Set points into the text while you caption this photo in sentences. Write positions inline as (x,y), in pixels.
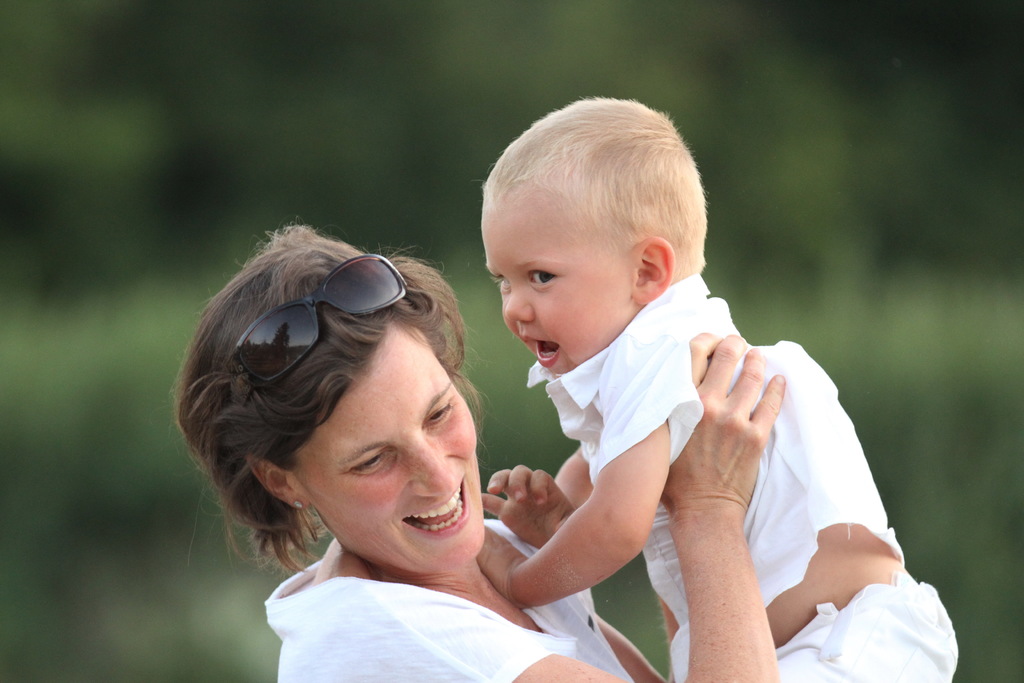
In this image at the bottom (353,456) I can see a woman (372,466) holding a baby (486,569) and they both are smiling and baby (637,431) wearing a white color t-shirt (807,433).
